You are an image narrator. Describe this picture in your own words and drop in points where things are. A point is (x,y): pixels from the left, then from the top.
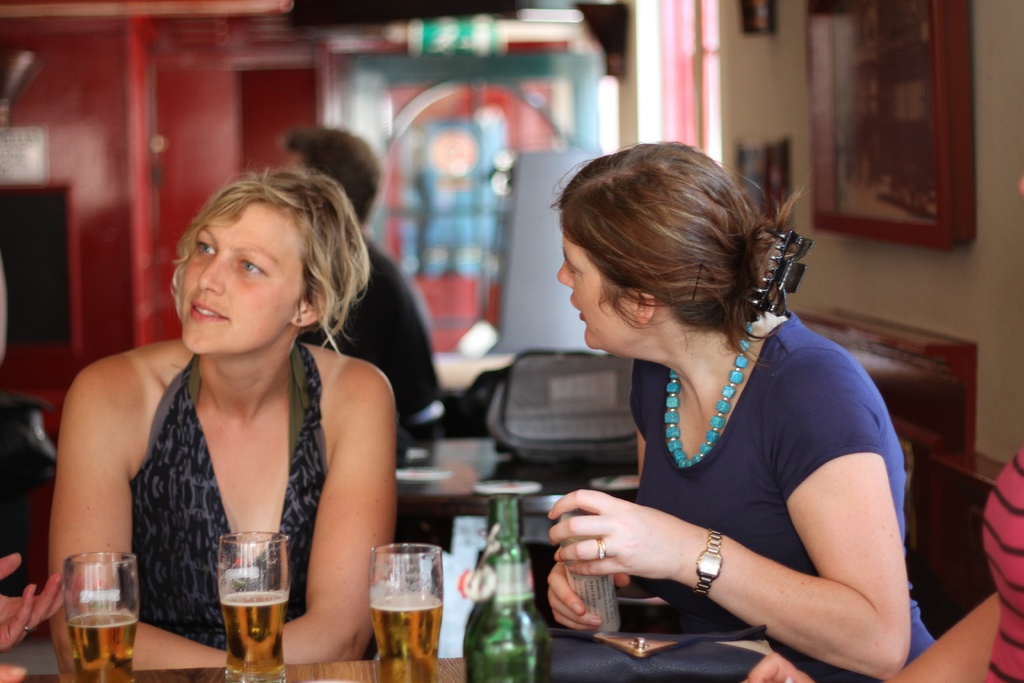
In this picture there are two women (706,395) sitting and there is a table (219,671) in front of them which has few glasses (394,622) of drinks (390,604) and some other objects (500,628) on it and there is another person (373,180) in the background (408,319).
